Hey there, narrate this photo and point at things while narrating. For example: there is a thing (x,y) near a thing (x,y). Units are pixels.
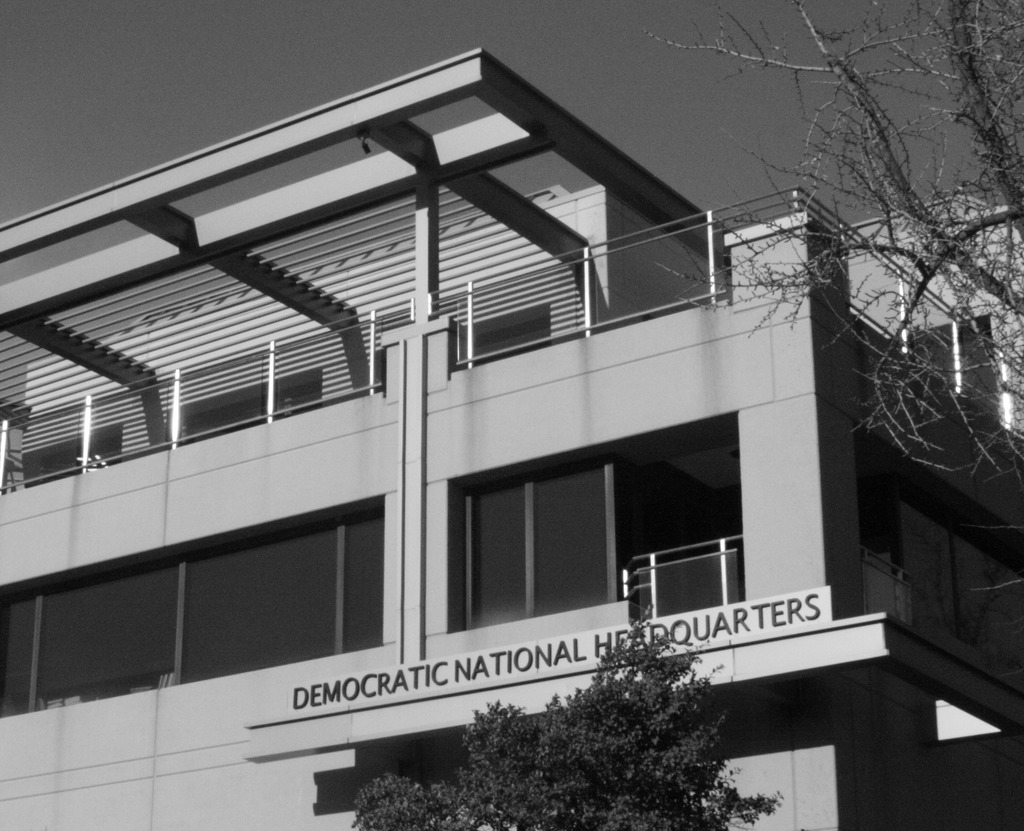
This is a black and white image. I can see a building (295,526) with the glass doors (343,613) and a name board (344,675). These are the trees (575,783). I think this is a rooftop (543,203). At the top of the image (314,19), I can see the sky (535,22).
